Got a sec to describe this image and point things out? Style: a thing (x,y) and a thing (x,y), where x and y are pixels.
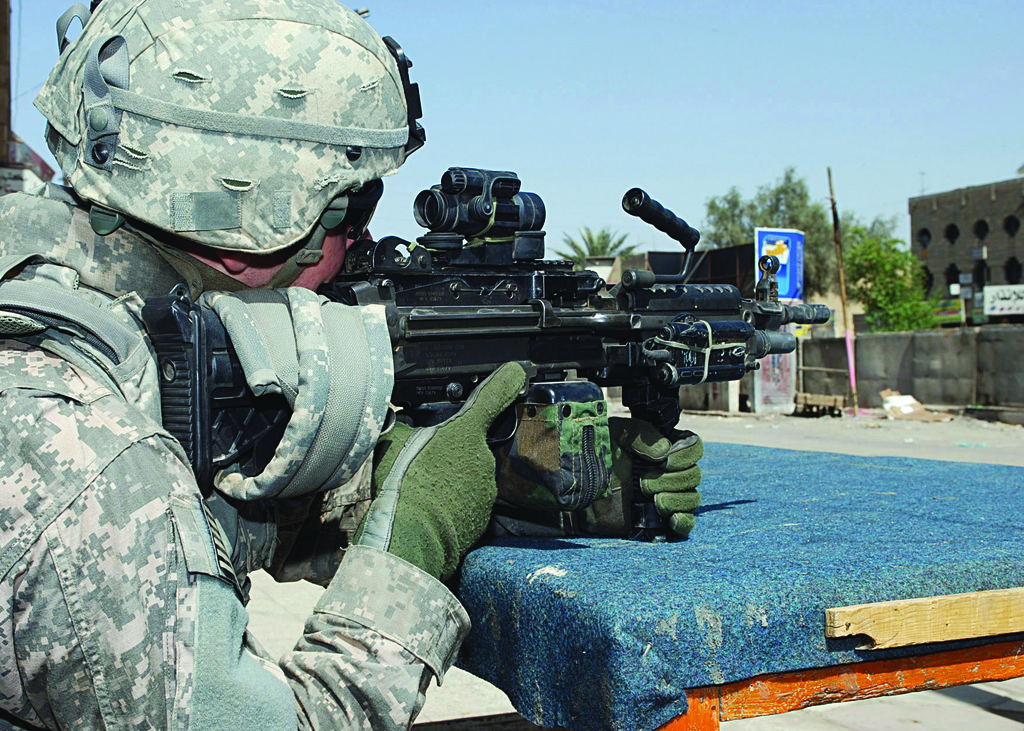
In this image I see a person (227,226) who is wearing uniform (160,417) and I see that this person (266,331) is holding a gun (621,300) in hands (439,445) and I see the table (675,543) on which there is blue color cloth (734,535). In the background (970,341) I see the wall (960,353) and I see the trees (821,251) and I see the blue sky (770,146).
